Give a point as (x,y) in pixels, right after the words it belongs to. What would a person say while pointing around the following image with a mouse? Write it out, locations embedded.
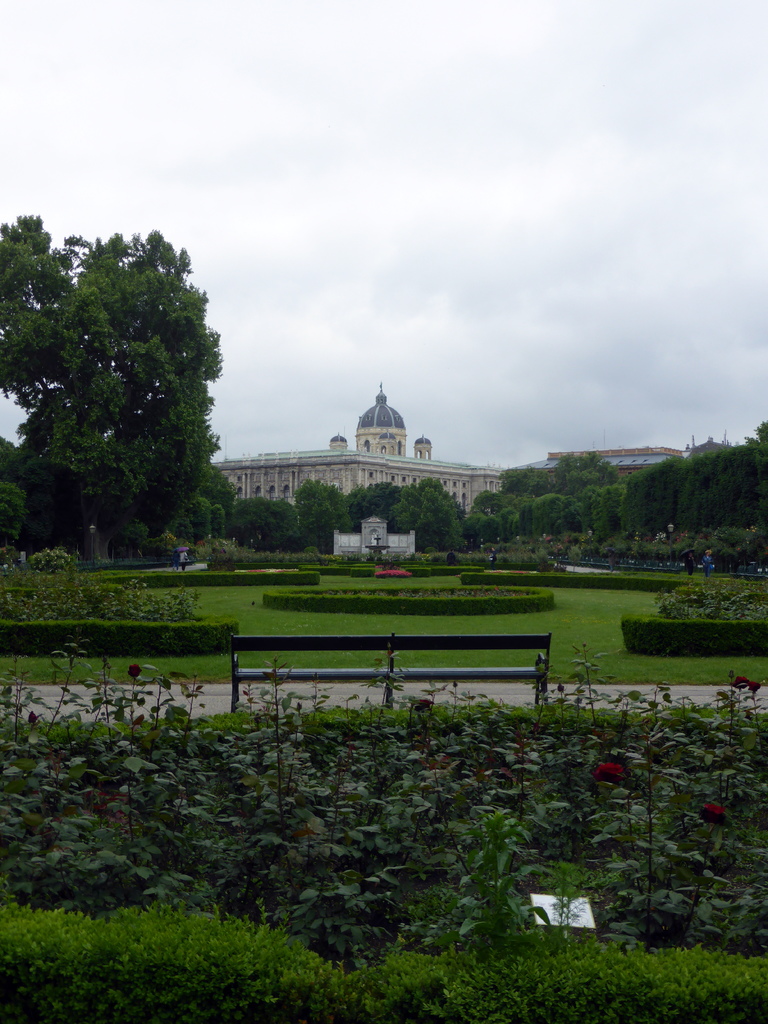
In this image there are plants (467,569) on the grassland (413,585). There is a bench (450,647) on the path (353,689). Bottom of the image (340,810) there are plants (313,780) having flowers (702,808) and leaves (271,761). There are people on the grassland (586,638). Background (169,492) there are trees (158,492) and buildings (400,467). Top of the image (461,191) there is sky (420,239).
